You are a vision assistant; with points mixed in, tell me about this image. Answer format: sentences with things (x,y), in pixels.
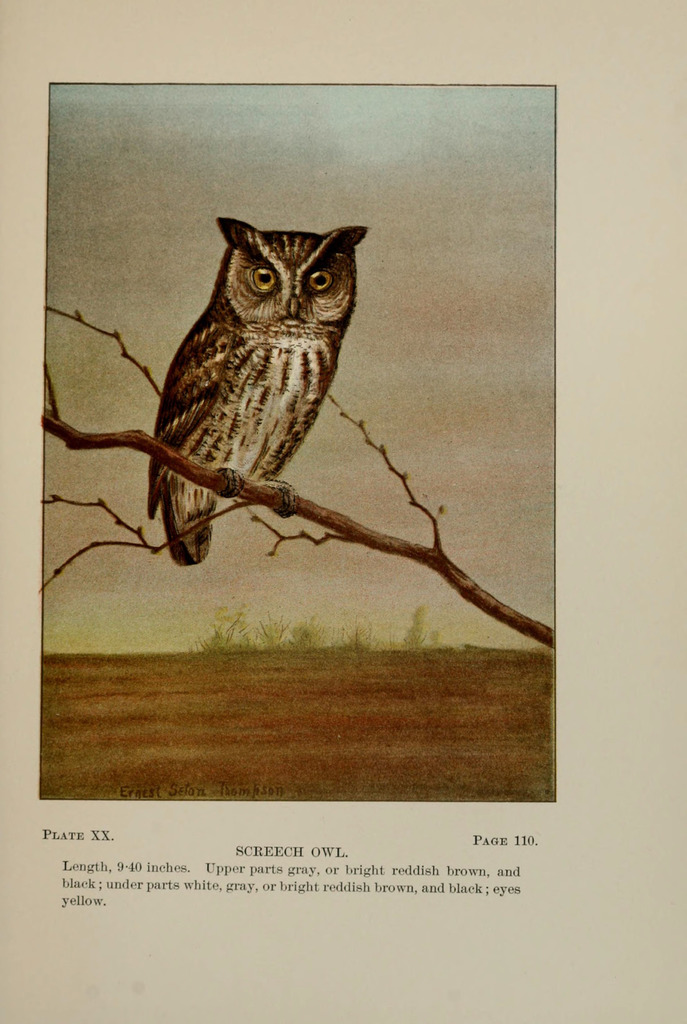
In this picture we can see a painting (187,509) of an owl (239,393) sitting on the branch (303,511) of a tree (432,559). In the background (152,673) we can see the sky (546,621) and some plants (356,625) and the ground (185,721). At the bottom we can see the text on the image.
